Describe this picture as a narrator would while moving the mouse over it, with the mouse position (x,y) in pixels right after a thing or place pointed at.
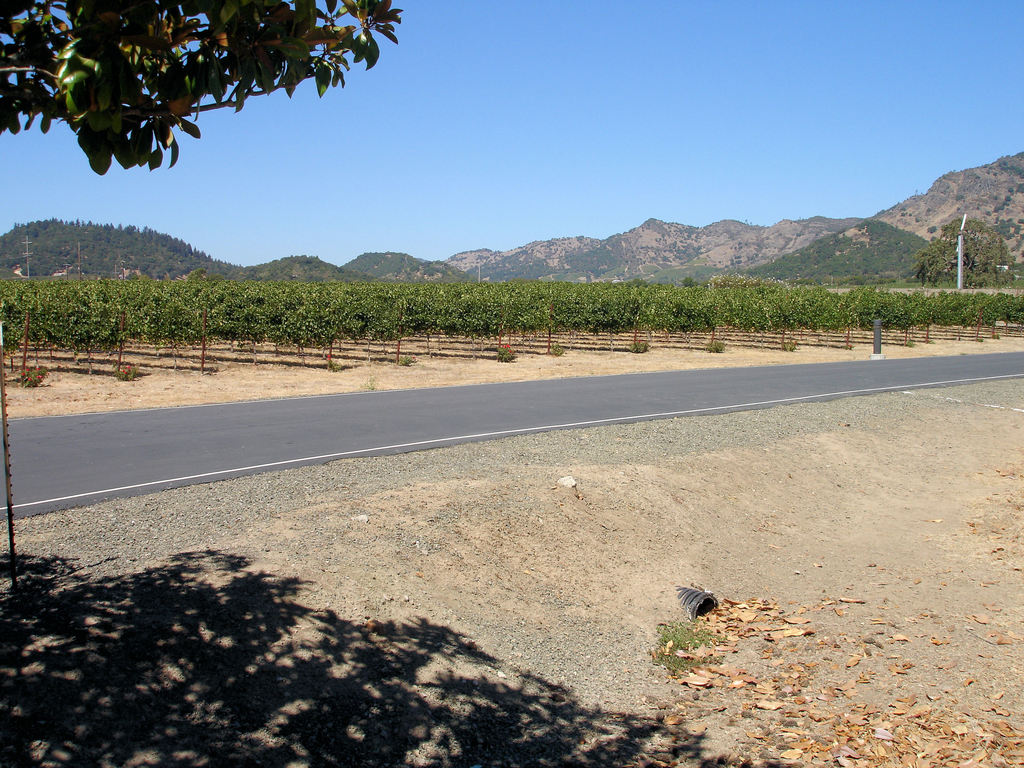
In this image, we can see the road (66,459), ground (401,506), pipe (691,605), plants (638,344), trees (918,255), mountains (459,278), poles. Top of the image (445,157), there is a clear sky (445,157) and tree stems (257,93) with leaves (218,85).
